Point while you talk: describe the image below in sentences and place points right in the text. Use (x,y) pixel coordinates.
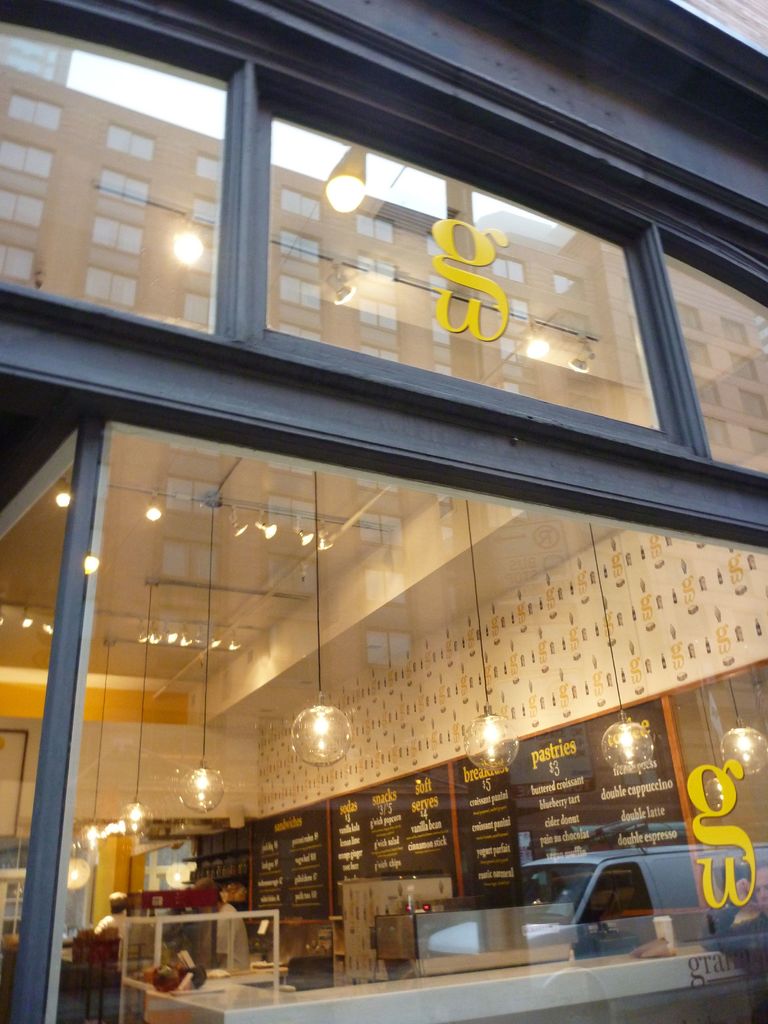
In this image I can see the building (555,83) and few glass windows (401,303) and doors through which I can see few lights (730,746), the wall (626,695), few persons (112,903), few chairs (79,958) and on the glass (440,885) I can see the reflection (623,867) of the car (623,867), a building (177,268) and the sky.
